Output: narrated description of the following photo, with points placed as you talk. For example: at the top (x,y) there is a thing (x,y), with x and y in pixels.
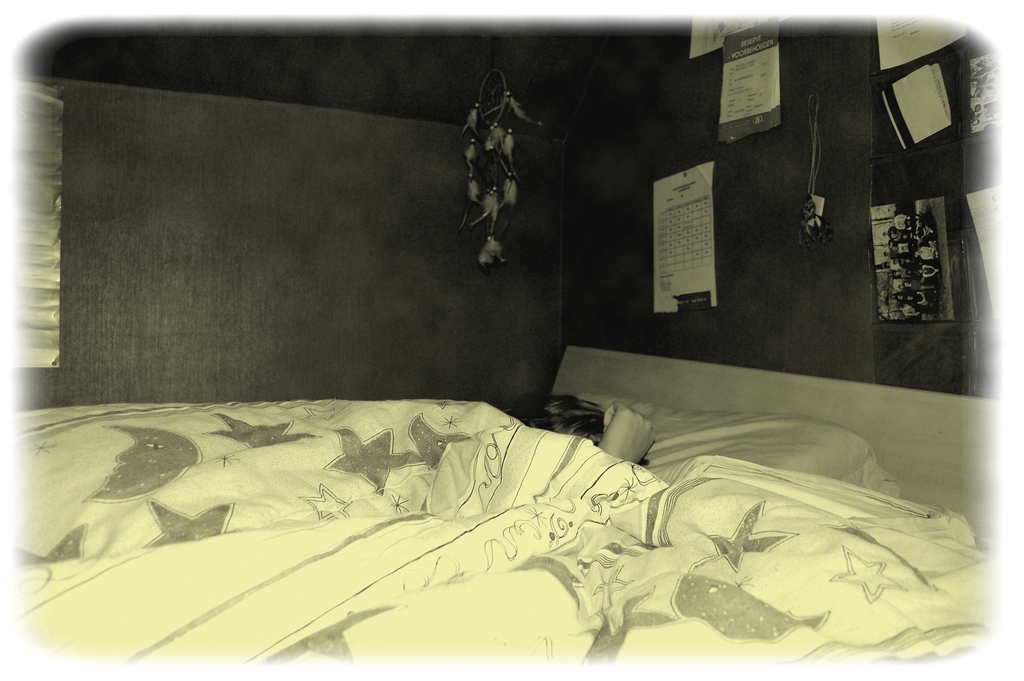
In this image I can see a bed (749,526), a bed sheet (663,518) and a person (560,422) sleeping on the bed (393,489). In the background (317,350) I can see a wall (273,250), few posters (669,239) attached to the wall (255,230), a photo frame (922,237) and an object (511,174) hanged to the wall (507,212).
